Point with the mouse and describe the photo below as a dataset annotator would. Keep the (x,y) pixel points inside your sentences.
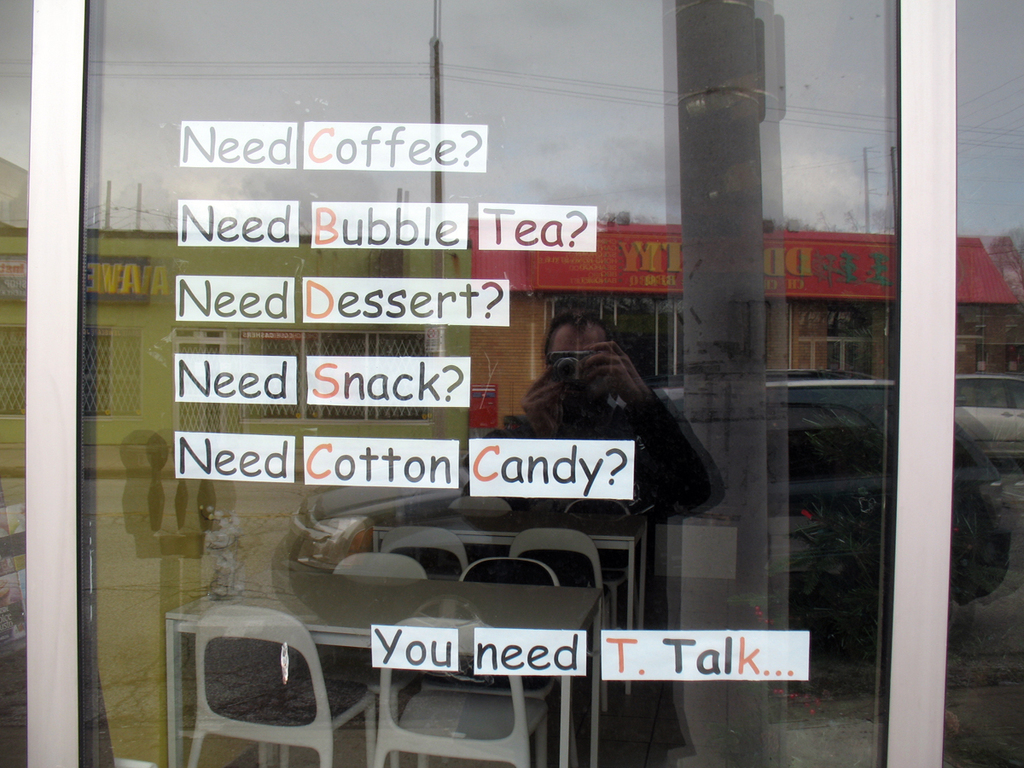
Inside this place there are tables (504,595) and chairs (426,736). On this glass (173,314) we can see an information (429,147). We can see a reflection (754,441) on this glass (374,508) of buildings (541,340), person (648,504), cars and pole (724,181). This person (595,452) is holding a camera (561,358).
